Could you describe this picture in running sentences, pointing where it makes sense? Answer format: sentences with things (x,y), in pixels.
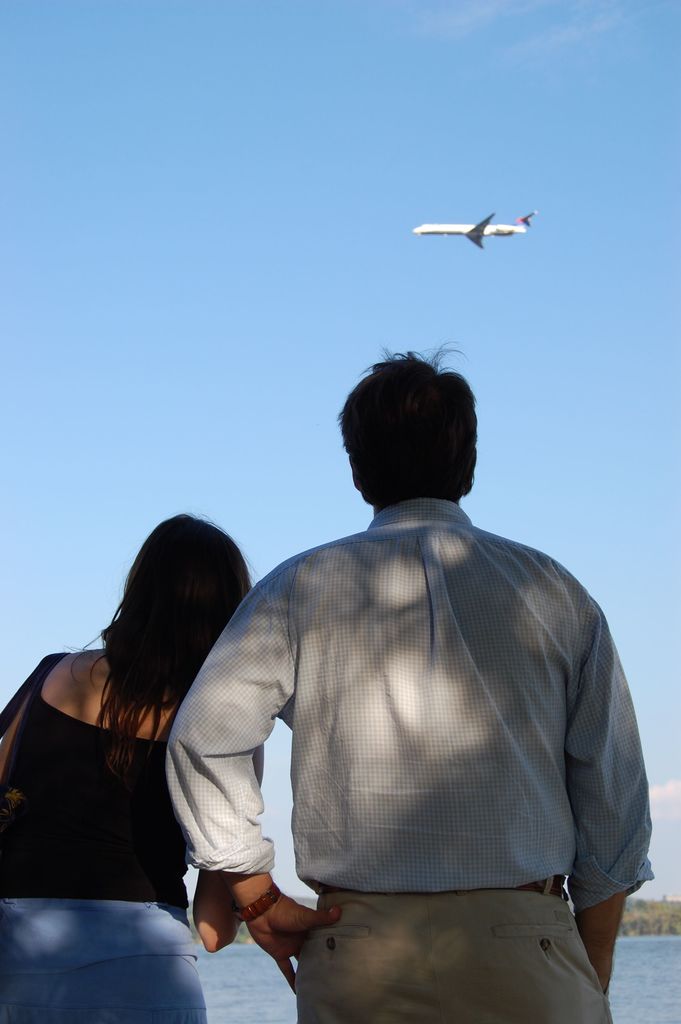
In this image we can see a man (263,649) and a woman (88,815) are standing. In the background (51,613) we can see water (276,991), aeroplane (450,234) flying in the sky (207,330) and clouds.
